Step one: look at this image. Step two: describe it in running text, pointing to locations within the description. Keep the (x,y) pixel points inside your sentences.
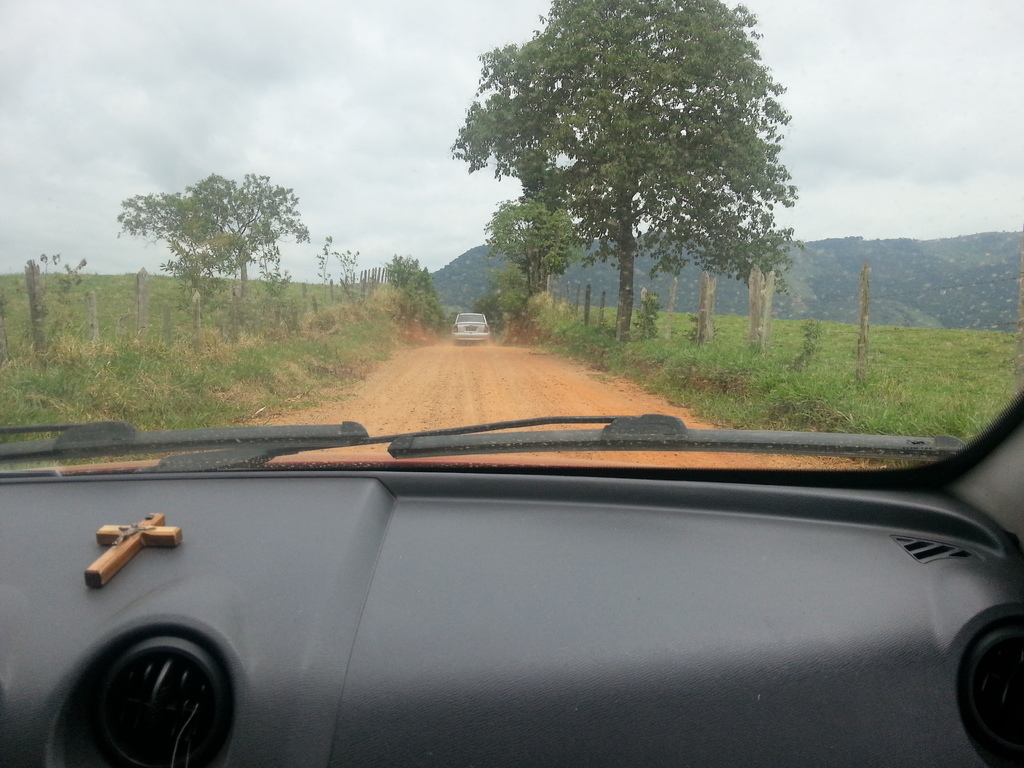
In this image, I can see a car (469,323) on the road (458,346). These are the trees (444,316) with branches (619,215) and leaves (522,243). I think these are the fence (93,319). I can see the plants (683,354). In the background (463,270), these look like the hills (944,276). This is the sky (864,88). I think this picture was taken from the vehicle (483,587). This is a dashboard (486,605). I can see a holy cross symbol (90,577), which is placed on the dashboard (311,540). These are the glass wipers (299,440).
